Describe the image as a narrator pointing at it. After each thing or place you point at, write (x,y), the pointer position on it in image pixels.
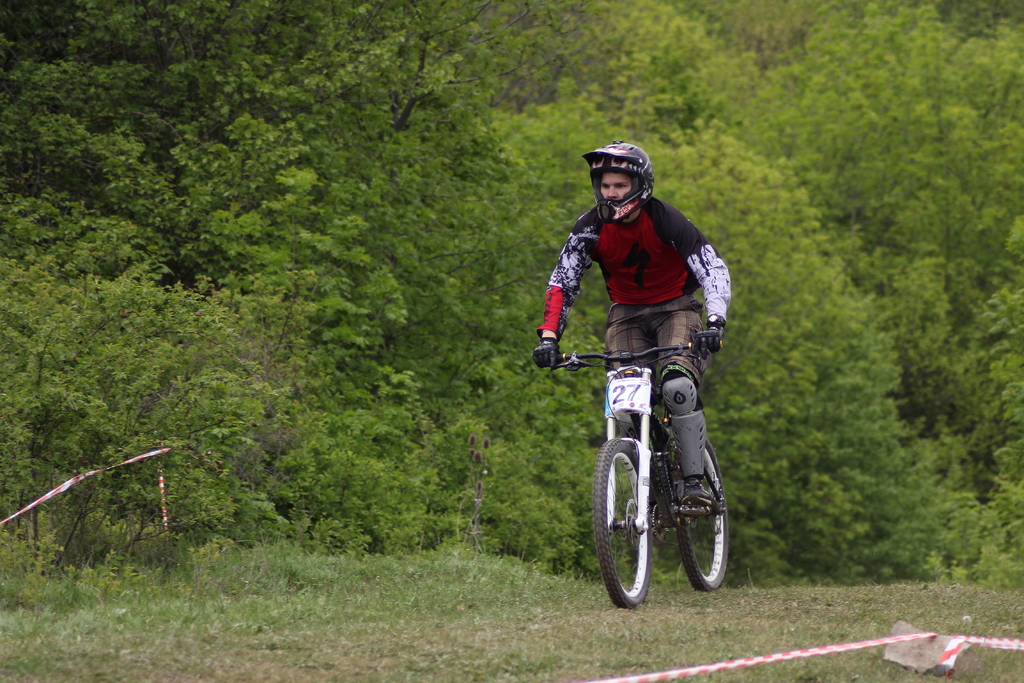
In this image we can see a man (674,400) riding a bicycle (643,496) on the ground (583,586). On the backside (571,349) we can see a group of trees (365,395). We can also see a stone (897,655) and a ribbon (744,664).
